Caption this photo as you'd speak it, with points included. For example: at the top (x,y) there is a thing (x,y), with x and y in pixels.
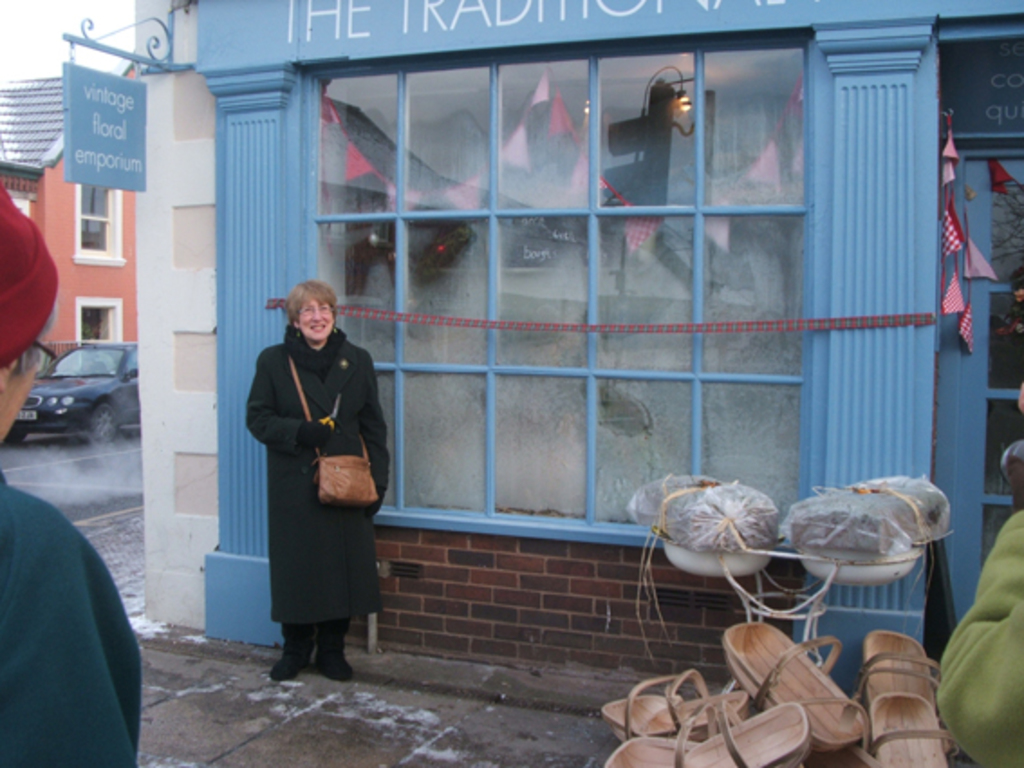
This image is taken outdoors. At the bottom of the image (439,731) there is a floor (339,716). There are a few wooden objects (780,645). There are two people (970,659). In the background (585,224) there are two buildings (338,214). There are two boards (287,50) with text (316,38) on them. A car (67,403) is parked on the road (119,476). In the middle of the image (364,360) a woman (291,389) is standing on the floor (373,658) and she is holding scissors (328,422) in her hand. She is with a smiling face (309,313).
